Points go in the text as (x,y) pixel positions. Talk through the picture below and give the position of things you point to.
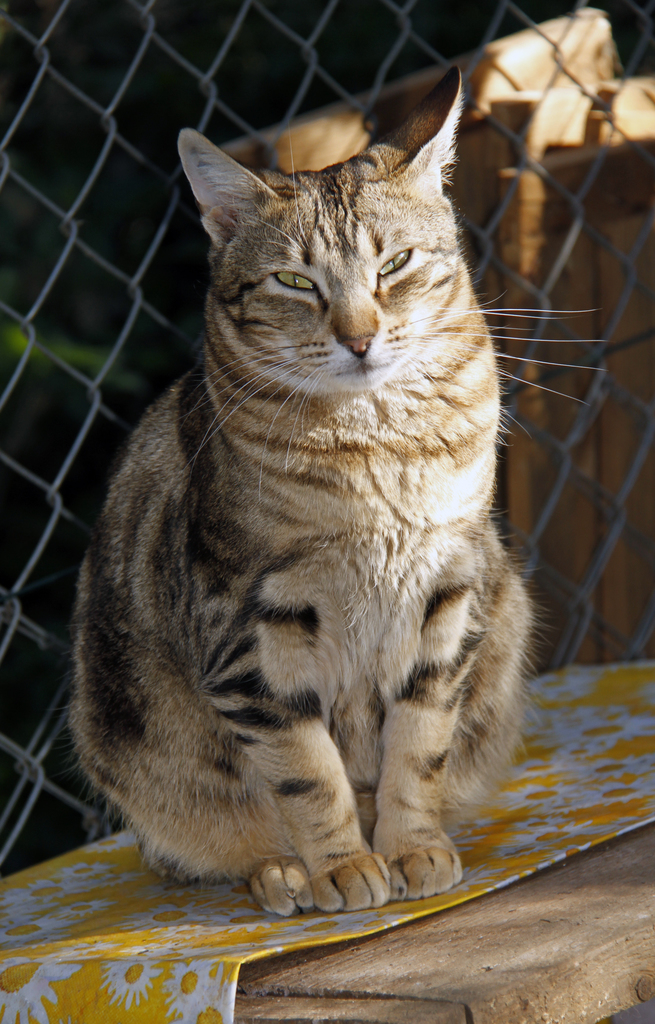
In this image there is a cat (255,549) on a wooden table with a cover (261,914) on it, behind the cat (230,214) there is a mesh fence (193,354), behind the fence (133,325) there are wooden planks (531,193).
